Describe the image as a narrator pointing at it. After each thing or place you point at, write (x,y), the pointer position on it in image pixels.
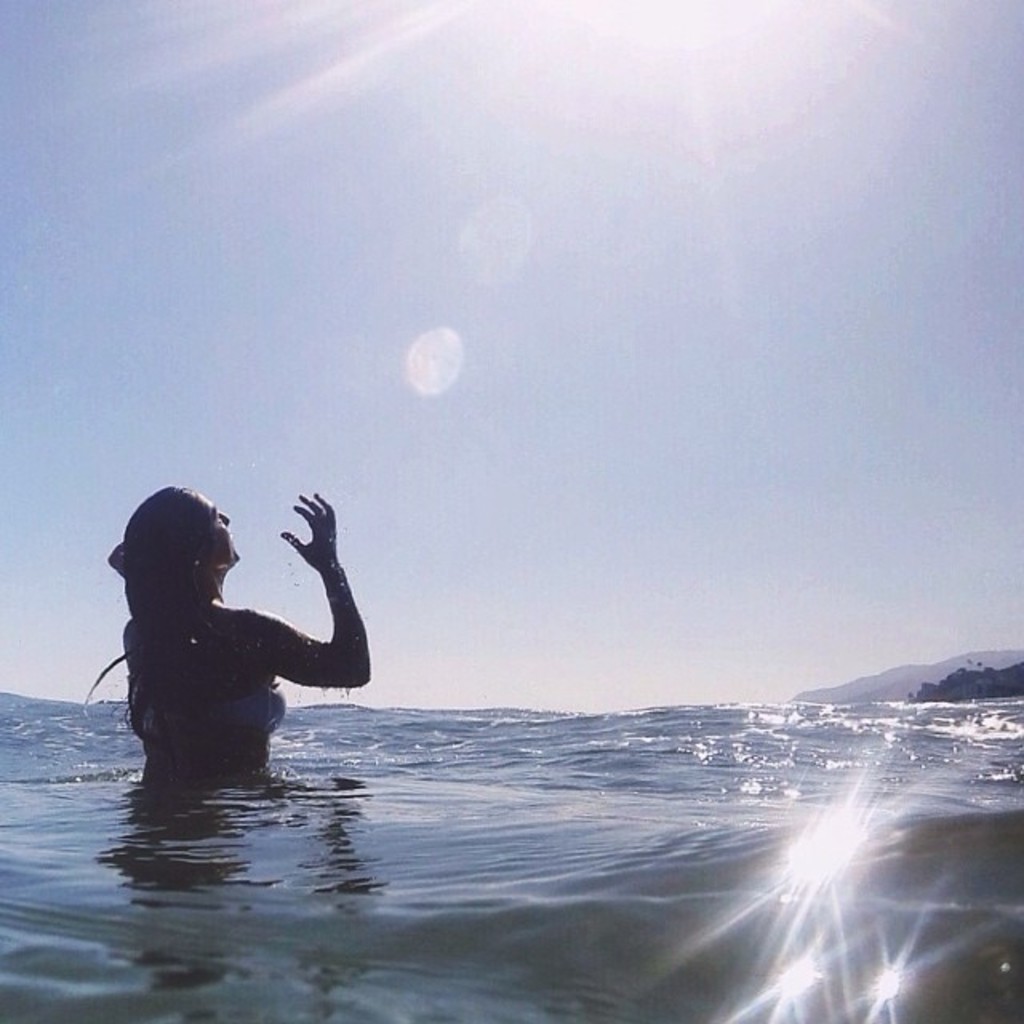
A woman (282,670) is taking bath in the water (394,779) and the sunlight (519,103) is falling on her.
